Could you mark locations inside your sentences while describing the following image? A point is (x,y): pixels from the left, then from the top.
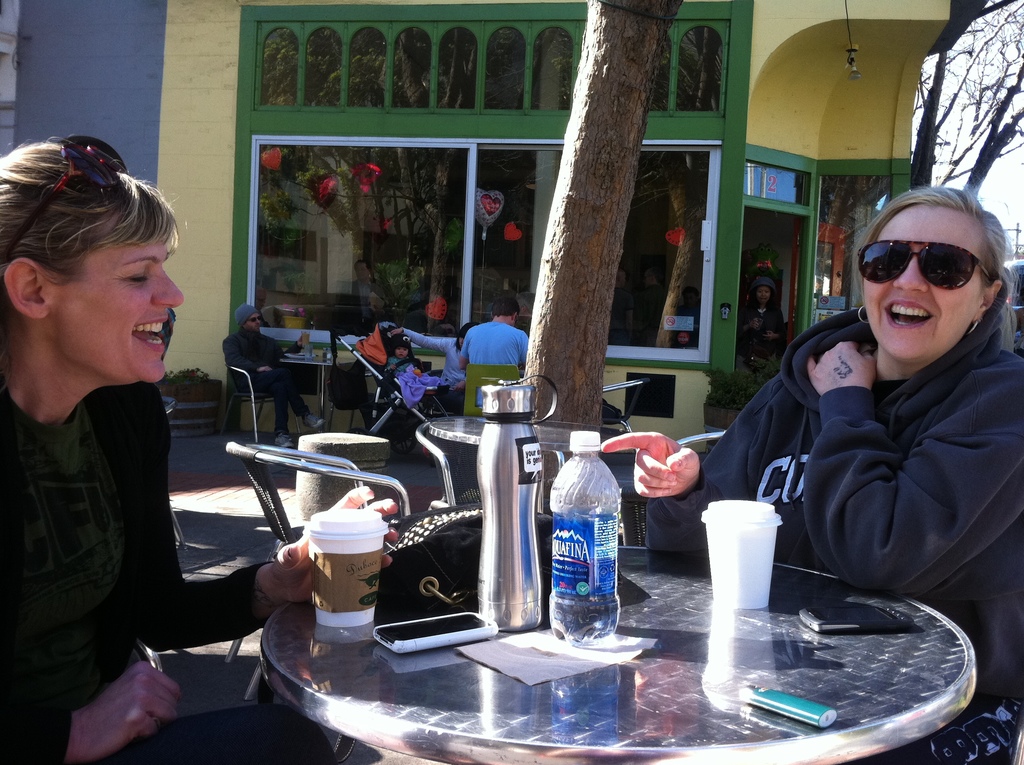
In this image I can see two persons (855,525) sitting and I can also see few bottles (570,594), glasses (765,594) on the table (741,617). In the background (698,329) I can see the building (760,108) in green and yellow color and I can also see few dried trees (978,127) and the sky (980,114) is in white color.
